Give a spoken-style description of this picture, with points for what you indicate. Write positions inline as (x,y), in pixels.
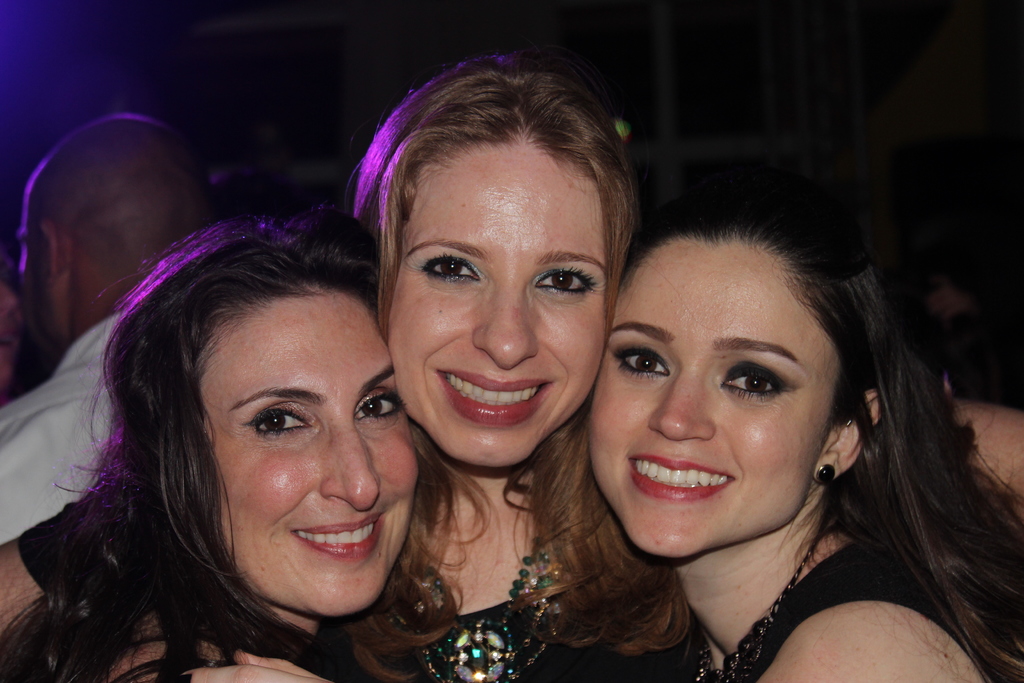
In this image we can see three ladies (562,466) smiling. In the background (43,367) we can see a person (57,264) and it is dark.
